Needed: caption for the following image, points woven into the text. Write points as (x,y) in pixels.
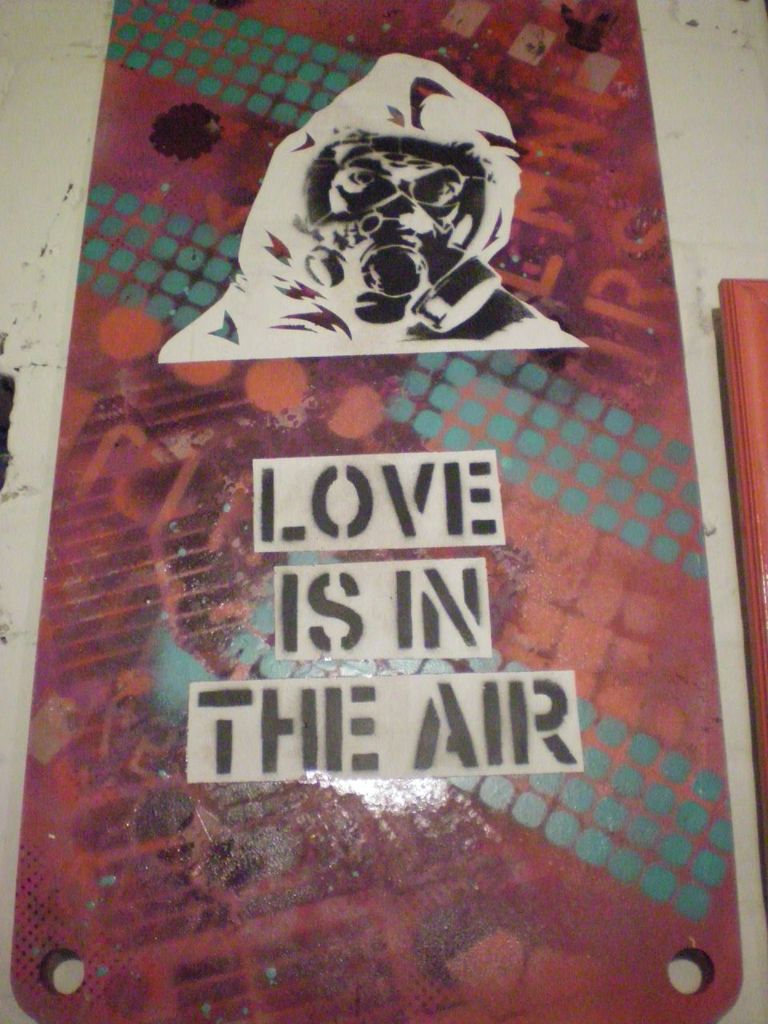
In this image, we can see an object (335,309) with some image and text (405,626) is placed on the white colored surface (730,136). We can also see an object (749,608) on the right (760,639).
